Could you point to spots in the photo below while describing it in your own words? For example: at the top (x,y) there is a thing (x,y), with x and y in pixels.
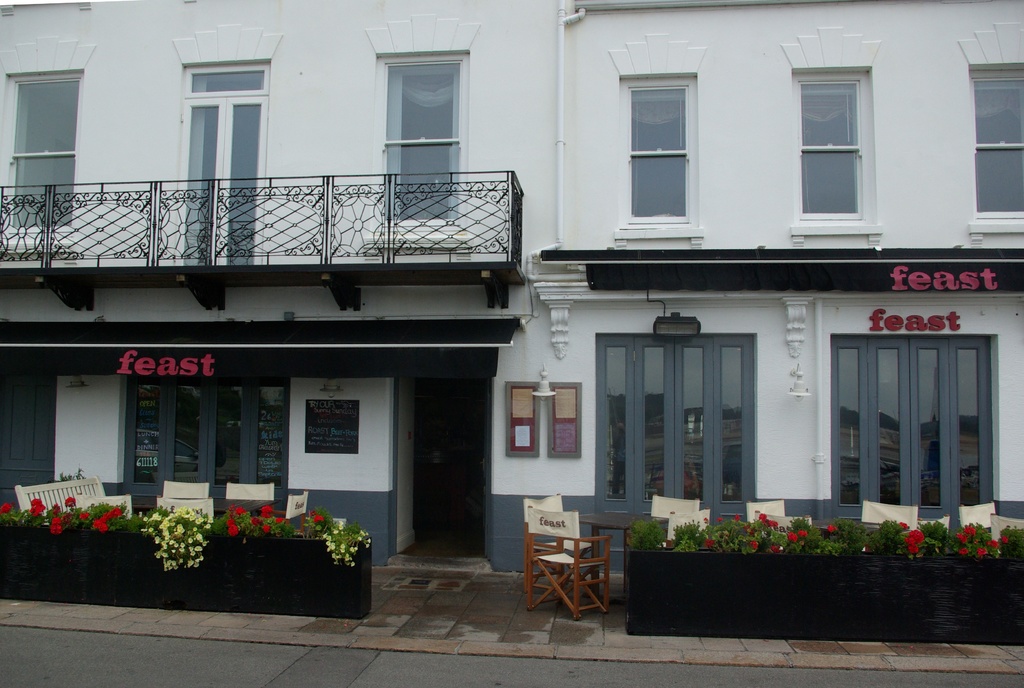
In this picture we can see building (304,171), grills (318,209), windows (458,139), door (450,478), board (538,400), lights (545,389), table (610,521), chairs (562,554), flowers (167,540), leaves (344,535) are present. At the bottom of the image (506,672) road (528,662) is there.
